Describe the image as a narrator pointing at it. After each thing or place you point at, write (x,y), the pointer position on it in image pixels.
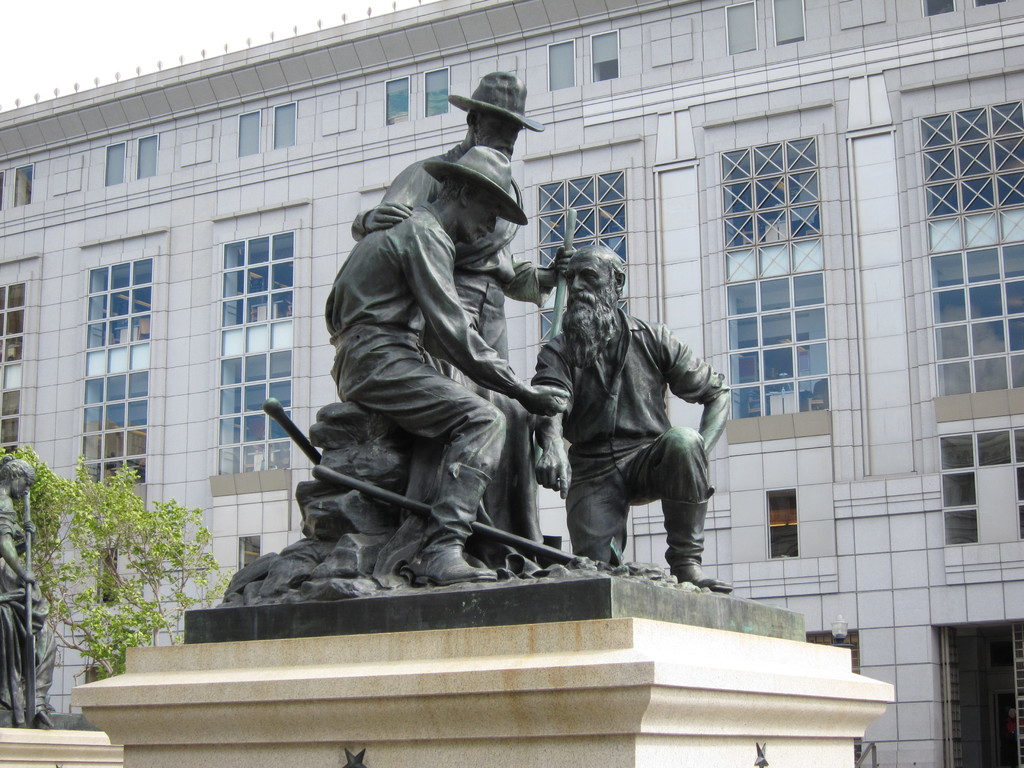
In this picture we can see building (656,262), there are some glass windows (269,262) to the wall (312,272), in front (511,412) we can see some sculptures (515,392).
